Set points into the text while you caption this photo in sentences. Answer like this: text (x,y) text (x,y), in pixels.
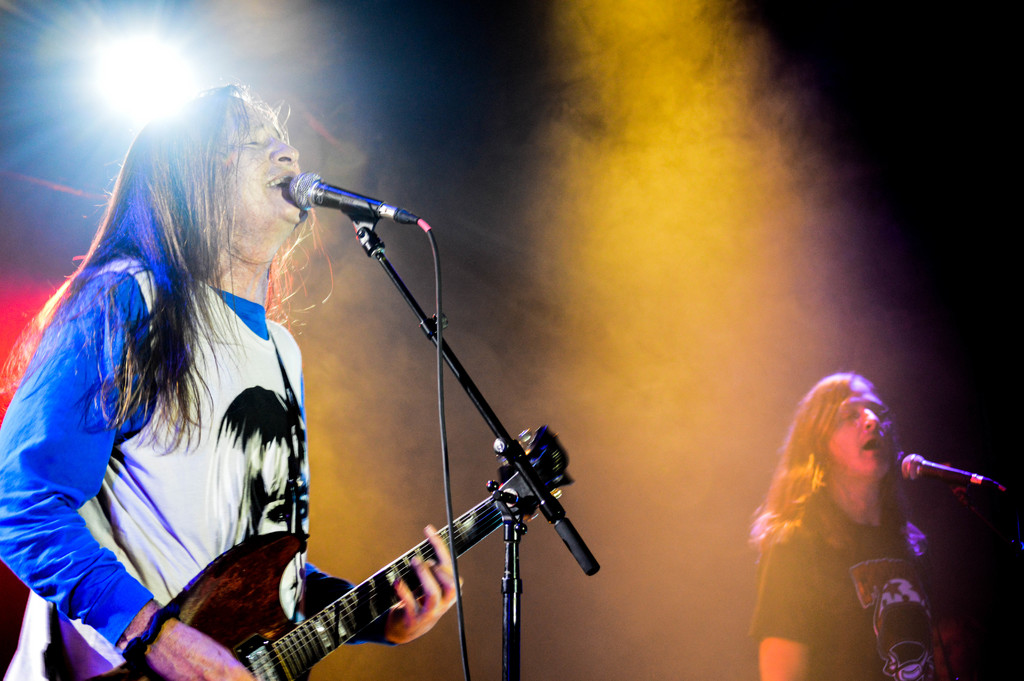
He is singing on mic (329,205) and playing guitar (281,628) and he is singing on mic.
